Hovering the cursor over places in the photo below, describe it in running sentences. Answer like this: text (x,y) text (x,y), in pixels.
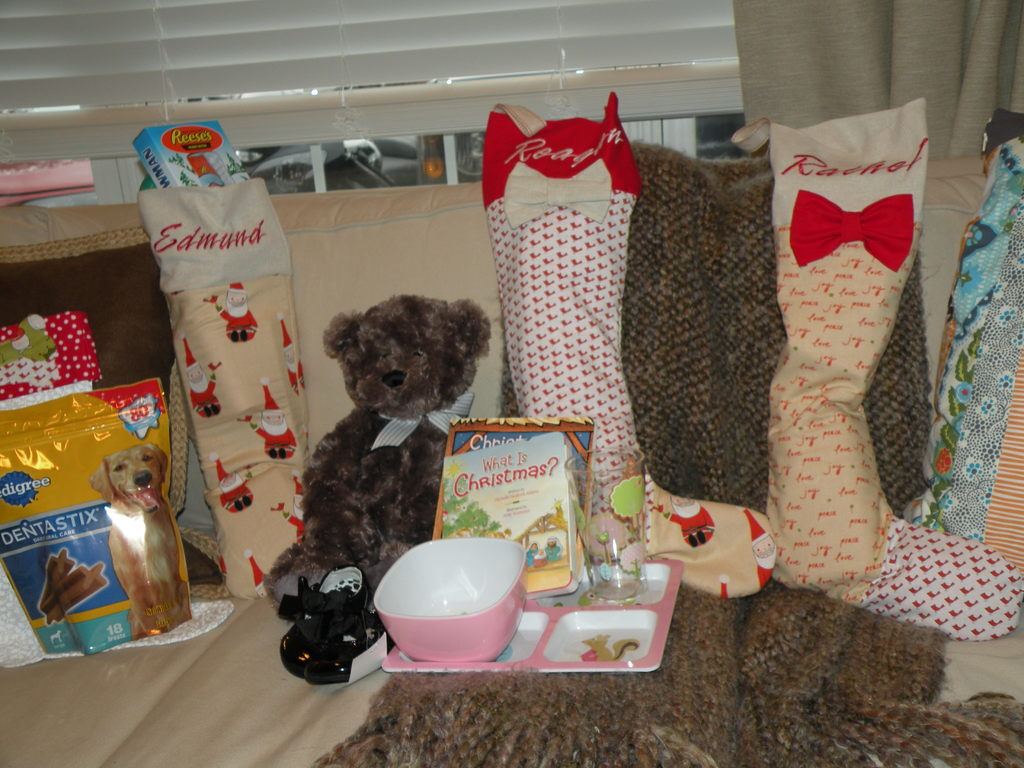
In this picture I can see blinds (642,18) and curtains (830,13) in the back (817,26) and I can see few christmas socks (549,311) and few items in them and a dog food packet (92,462) on the left side (60,408). I can see a soft toy (323,449), book (476,513), plate (572,621), bowl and a glass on the sofa (424,280) and I can see a cloth (742,482).
